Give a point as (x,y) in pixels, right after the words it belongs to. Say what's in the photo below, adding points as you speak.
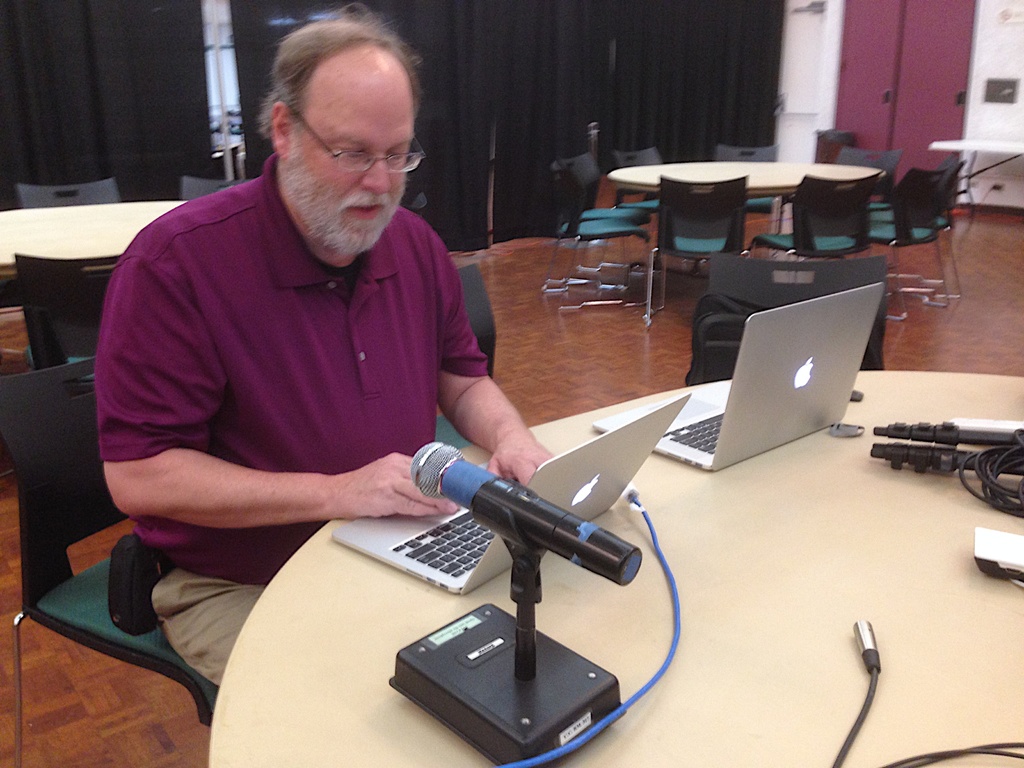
In this image in the center (404,437) there is a man (214,336) sitting on a chair (173,660). In front of the man (387,438) there is a table (639,626), on the table (756,557) there are laptops (447,586), there is a mic (525,597), and there are wires (659,538). In the background (589,281) there are empty table (756,189) and empty chairs (808,201) and there are curtains (606,76) which are black in colour and there is a door (939,76).
